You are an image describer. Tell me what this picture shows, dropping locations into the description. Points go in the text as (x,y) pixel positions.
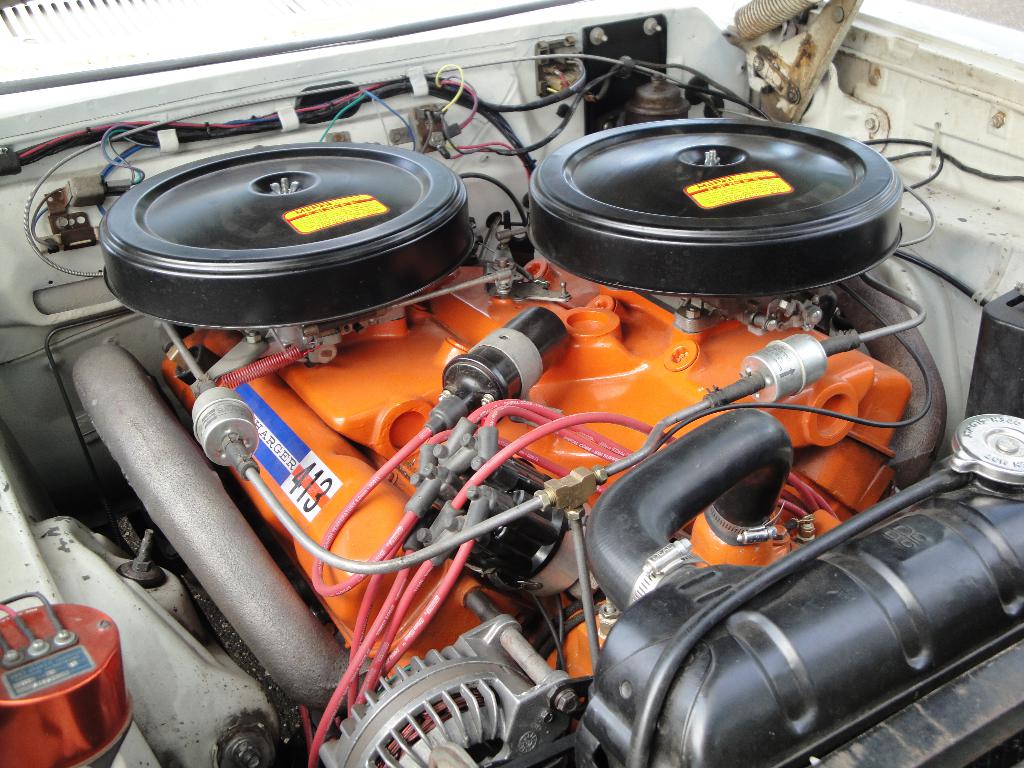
In the image in the center (569,396) there is a vehicle (265,198). In the vehicle (400,425), we can see wires (393,465) and few other objects (597,362).
